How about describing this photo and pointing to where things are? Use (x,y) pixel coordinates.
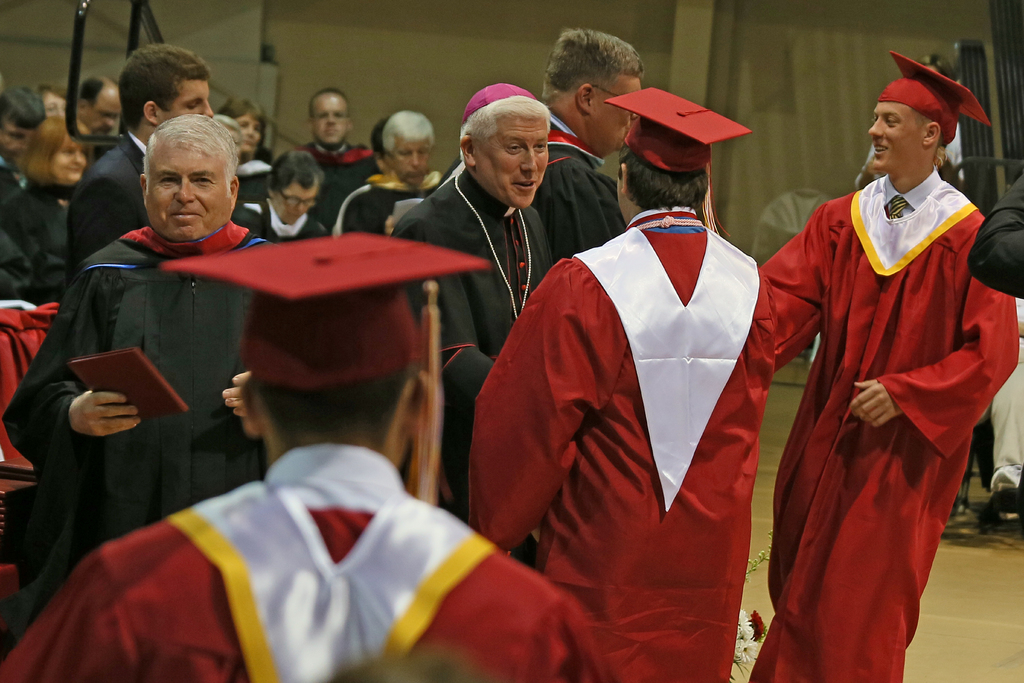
In this image we can see some people (732,287) and among them few people (259,169) are wearing Academic dresses (831,479) and we can see some objects (792,198) and the wall (912,52) in the background (955,60).
